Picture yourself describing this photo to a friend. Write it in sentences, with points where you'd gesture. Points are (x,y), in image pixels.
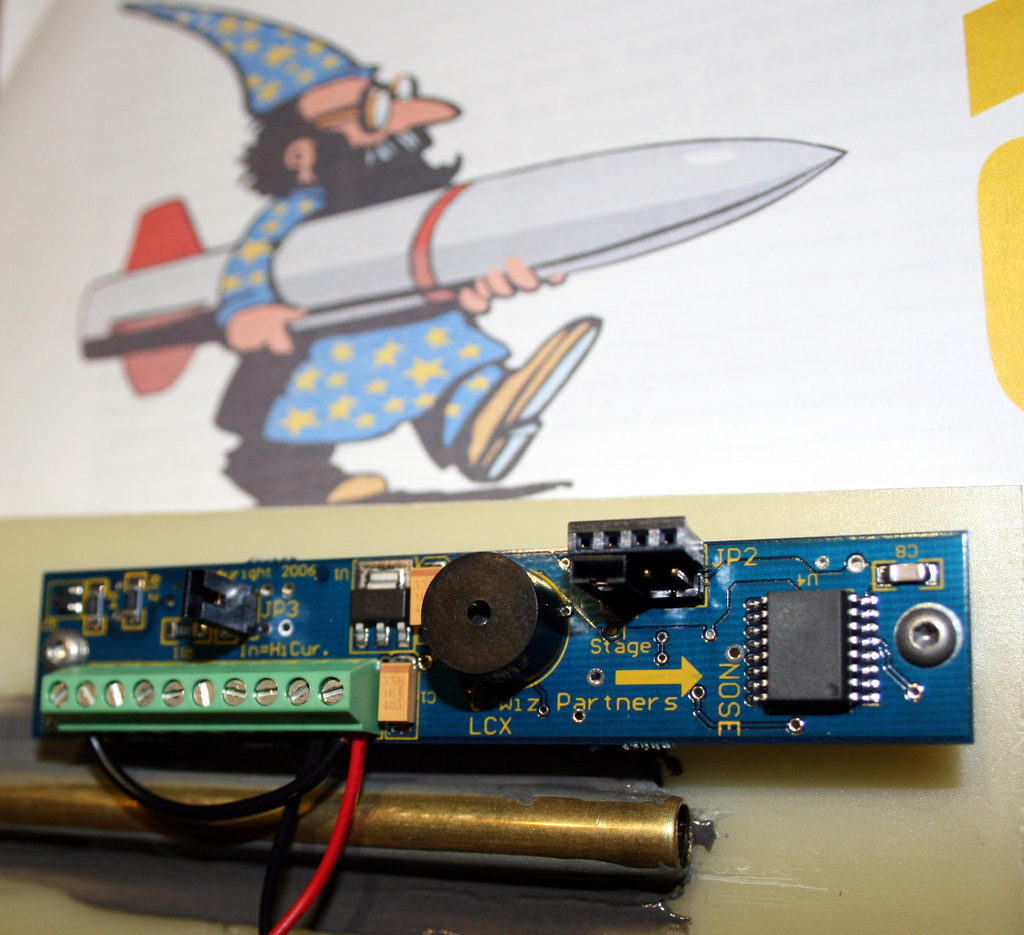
In this image I can see an electronic chip (603,693). In the background (350,390) I can see the toy person (384,395) and the person (331,360) is wearing blue color dress (353,362) and holding some object (404,228).
